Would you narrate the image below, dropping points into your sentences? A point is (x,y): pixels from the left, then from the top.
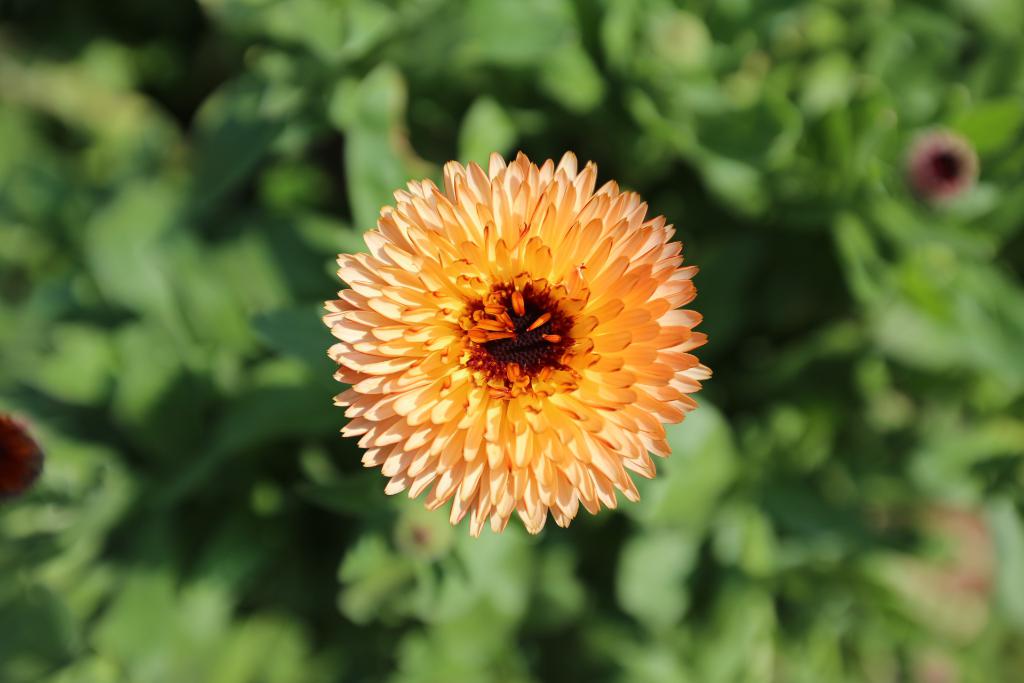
In this image in the foreground (491,346) there is a flower (646,397), background (847,71) is blurry.
